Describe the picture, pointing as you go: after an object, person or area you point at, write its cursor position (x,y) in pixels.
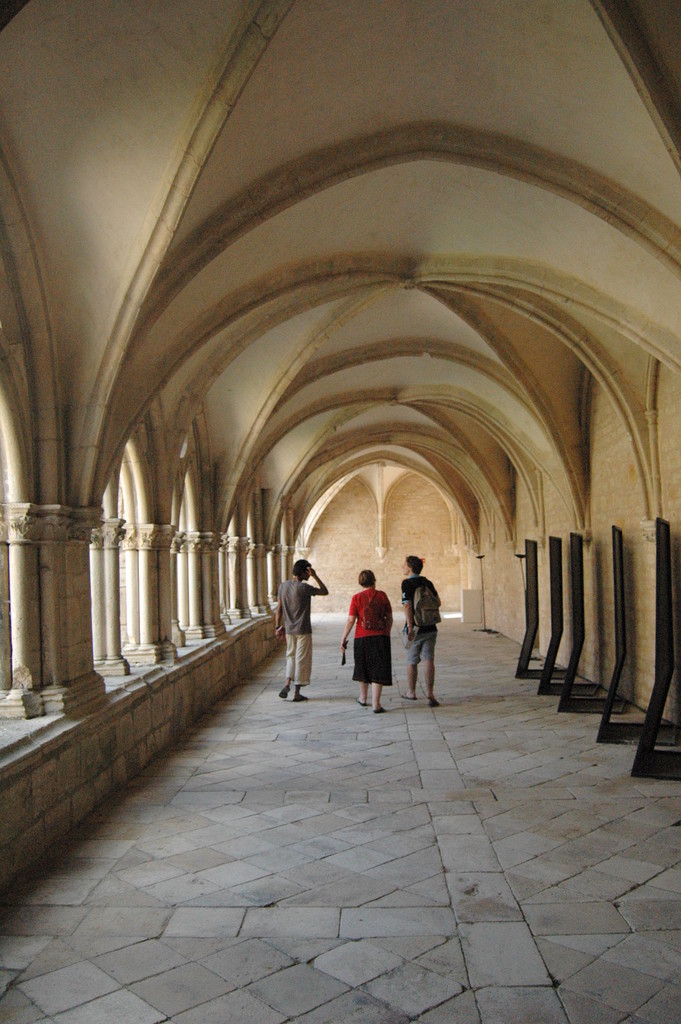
In this picture I can see the inside view of a building (310,143). There are three persons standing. I can see pillars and some other objects (667,670).
